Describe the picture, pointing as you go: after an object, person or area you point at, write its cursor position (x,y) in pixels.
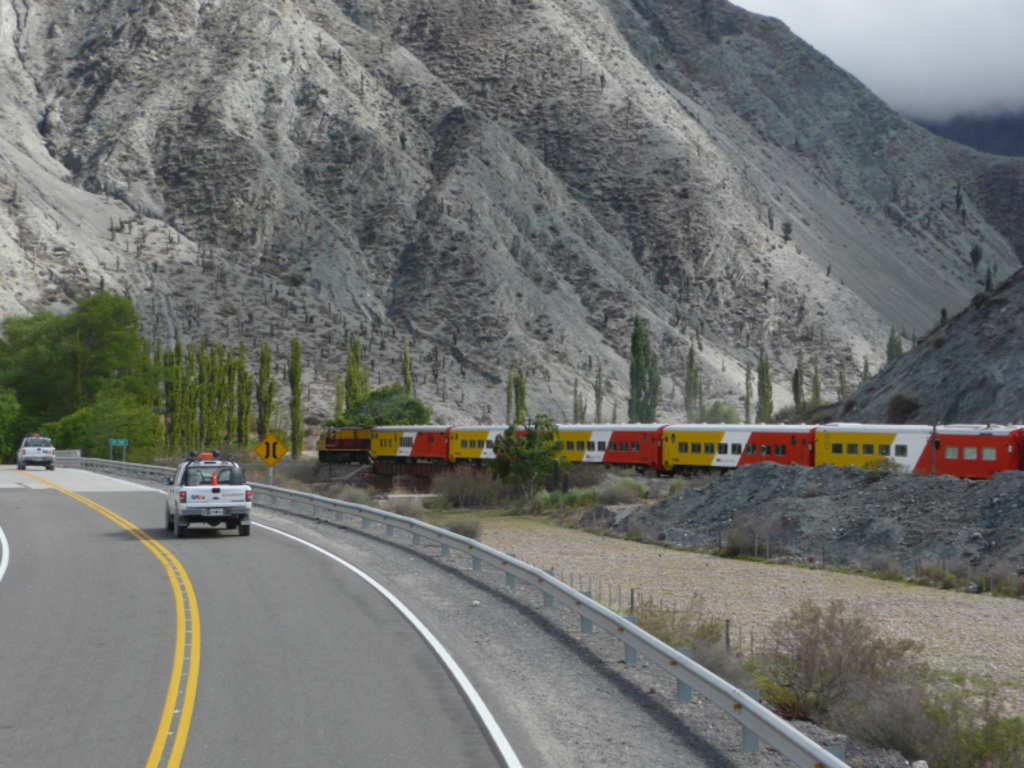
In this image we can see some cars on the road (251,596). We can also see a fence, a sign board (270,470), a train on the track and some plants (835,677). On the backside (646,350) we can see a group of trees (184,425), the mountains (507,273) and the sky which looks cloudy.
